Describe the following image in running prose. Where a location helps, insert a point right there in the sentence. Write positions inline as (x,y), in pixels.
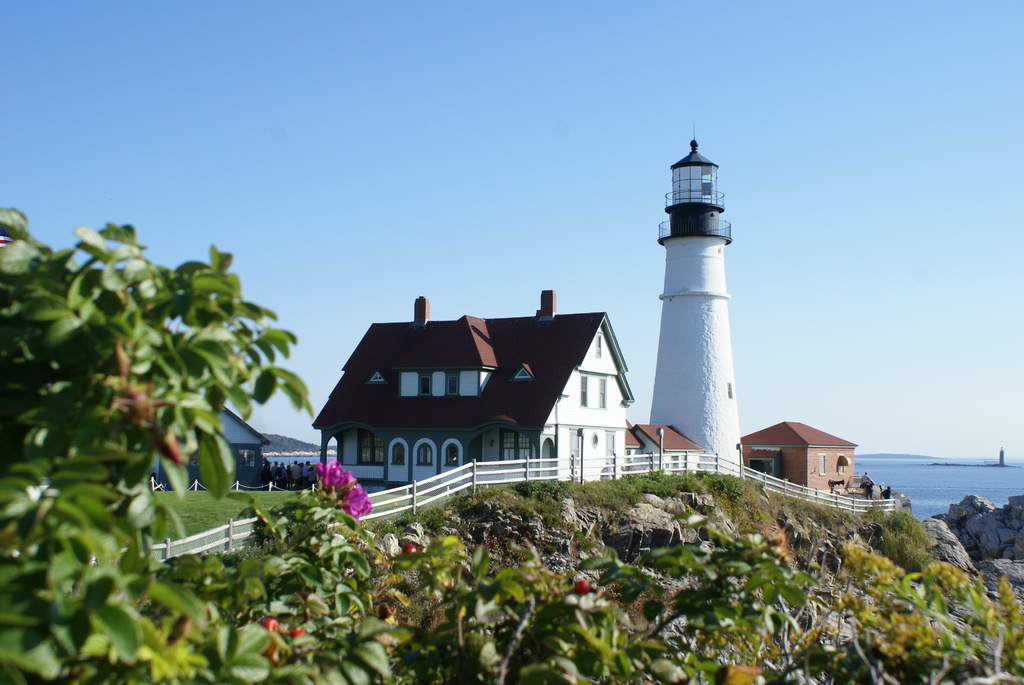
In this image, we can see a lighthouse (678,370) in between houses (544,453). There are branches (494,609) at the bottom of the image (188,620). There is a sea (938,485) on the right side of the image (942,471). In the background of the image (732,83), there is a sky (394,158).
